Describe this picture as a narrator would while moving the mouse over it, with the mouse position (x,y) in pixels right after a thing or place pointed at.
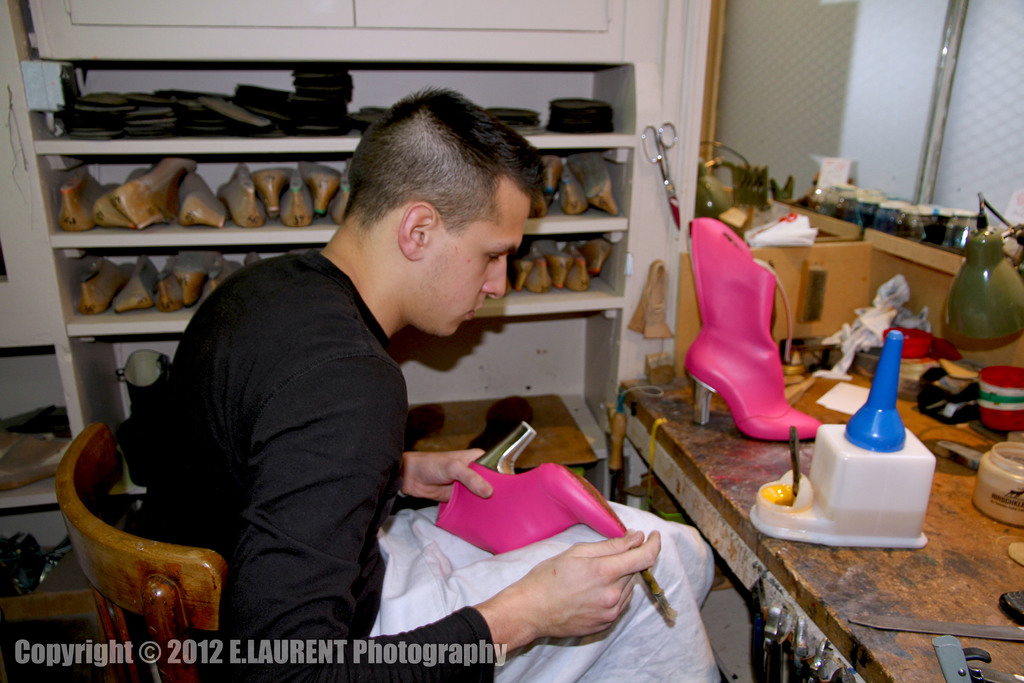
In this image, we can see a person (229,486) sitting on the chair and holding a shoe (521,485) and an object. In the background (327,194), we can see shoes (239,212) in the rack (234,225) and we can see scissors (673,190) and there is a shoe (737,334), some boxes (813,260) and there are some other objects (753,185) on the stand (900,595) and we can see frosted glass (821,69). At the bottom (110,646), there is some text (202,657).
